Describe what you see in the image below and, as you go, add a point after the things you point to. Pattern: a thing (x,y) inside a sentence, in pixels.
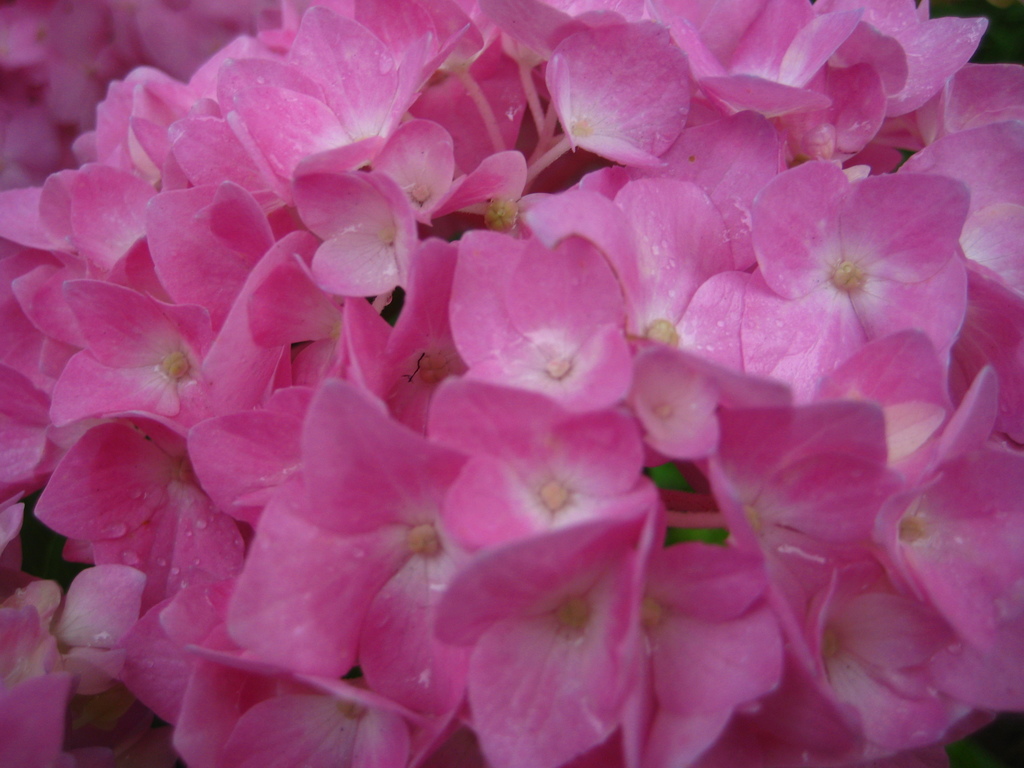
In this image I can see few flowers (569,533) in pink color, background (652,478) the leaves (666,479) are in green color.
